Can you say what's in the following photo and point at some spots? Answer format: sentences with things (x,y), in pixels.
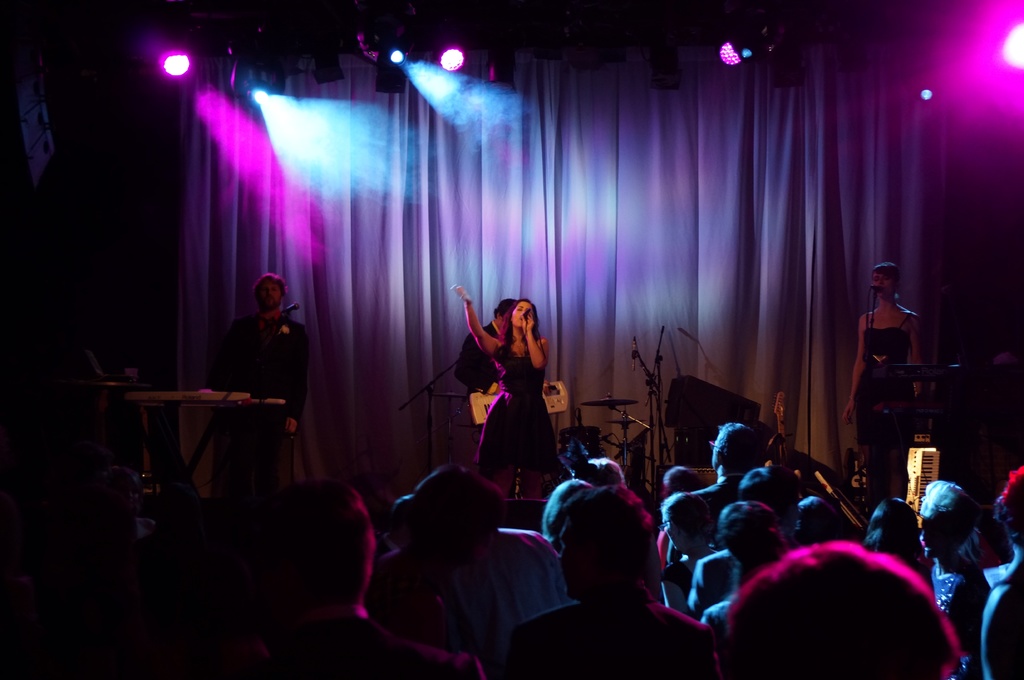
In this picture I can see few people (751,554) and I can see few people (520,409) are standing on the dais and few of them are playing musical instruments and I can see couple of women (511,399) singing with the help of a microphones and I can see curtain (521,181) in the back (758,178).
